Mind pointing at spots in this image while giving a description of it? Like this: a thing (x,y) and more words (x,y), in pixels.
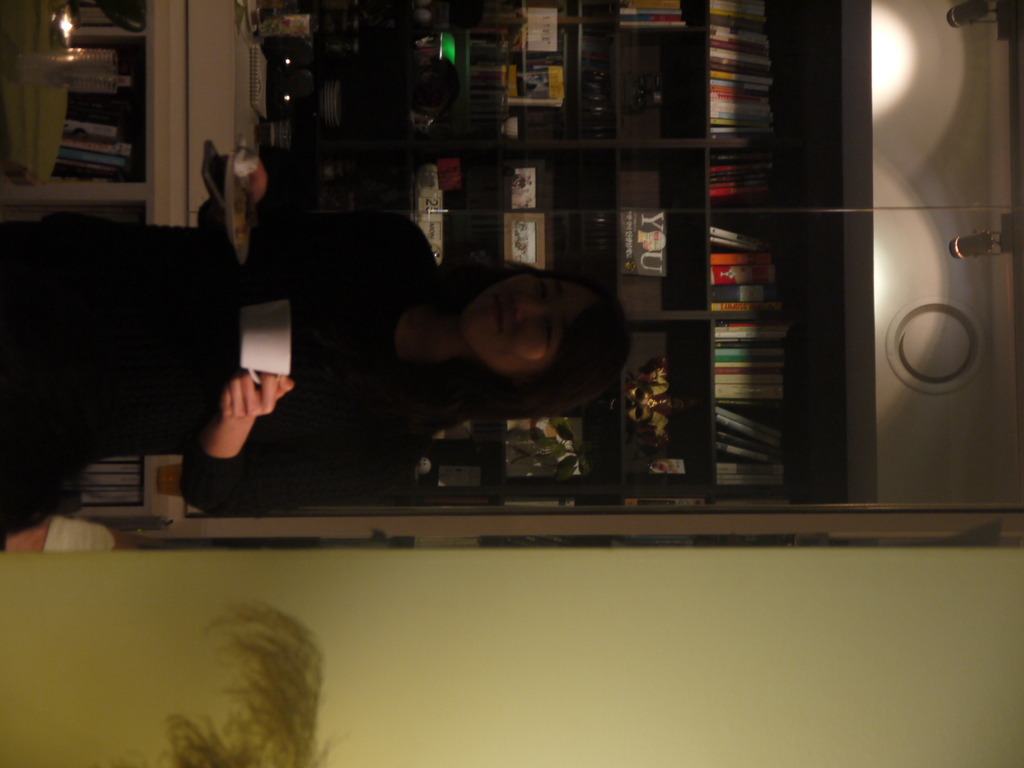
In the center of the image (501,313) there is a person (260,293) holding the cup (263,313) and a few other objects (244,200). Beside her there is a wall (397,658). Behind her there is a table (180,146) and on top of it there is a book (256,57) and a few other objects (275,85). In the background of the image (635,180) there is a wooden rack (689,168) and there are books (756,121) and a few other objects (636,412) inside the rack (607,180).
